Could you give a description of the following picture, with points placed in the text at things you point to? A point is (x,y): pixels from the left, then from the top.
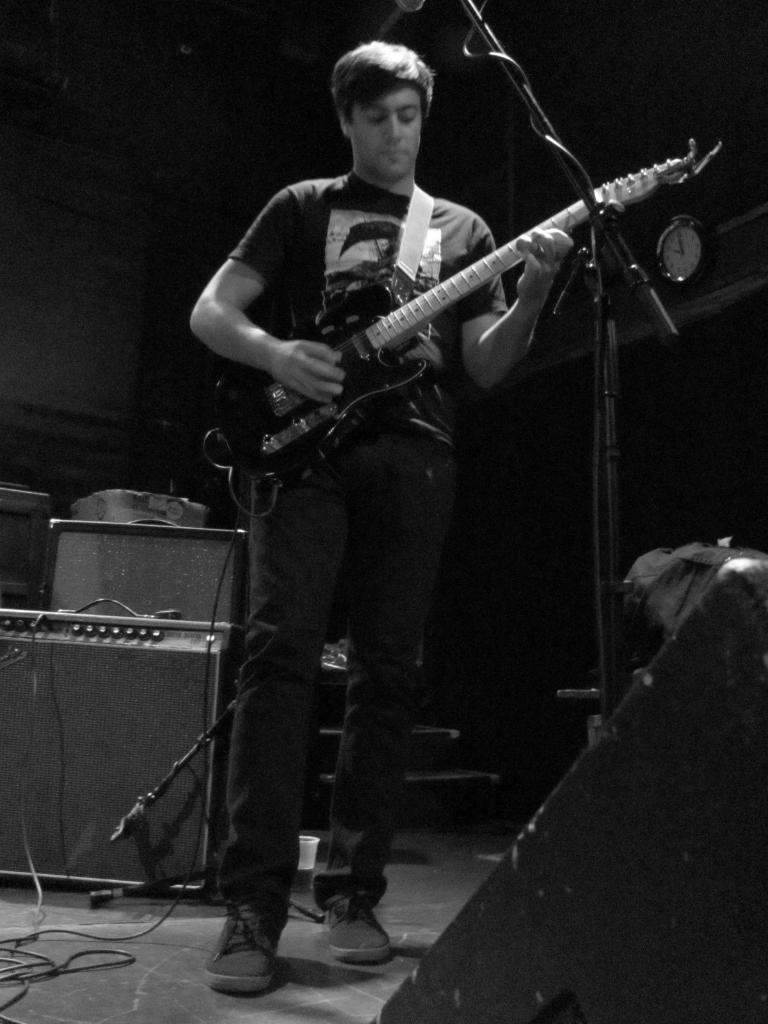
in a picture a person (241,350) is playing guitar (571,214) with microphone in front of him.
